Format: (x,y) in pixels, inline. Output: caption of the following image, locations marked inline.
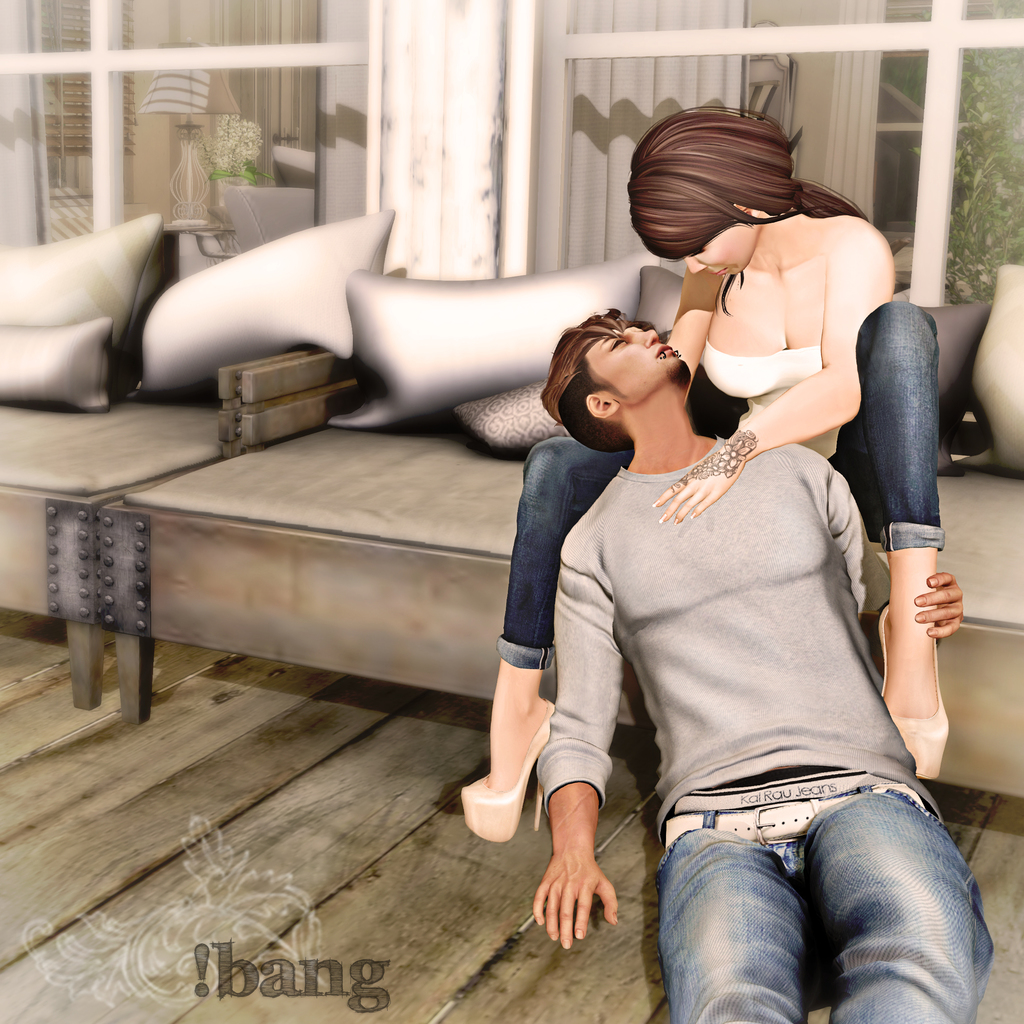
This is an animated picture. on the background (940,159) we can see windows (563,41) with curtains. This is a table lamp (196,205). These are trees (990,212). We can see one women (848,306) is sitting on a sofa (331,365) and on the sofa (1019,569) there are cushions (473,333). We can see one man (561,648) laid on the floor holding woman's leg (926,537) with his hand (931,618).
